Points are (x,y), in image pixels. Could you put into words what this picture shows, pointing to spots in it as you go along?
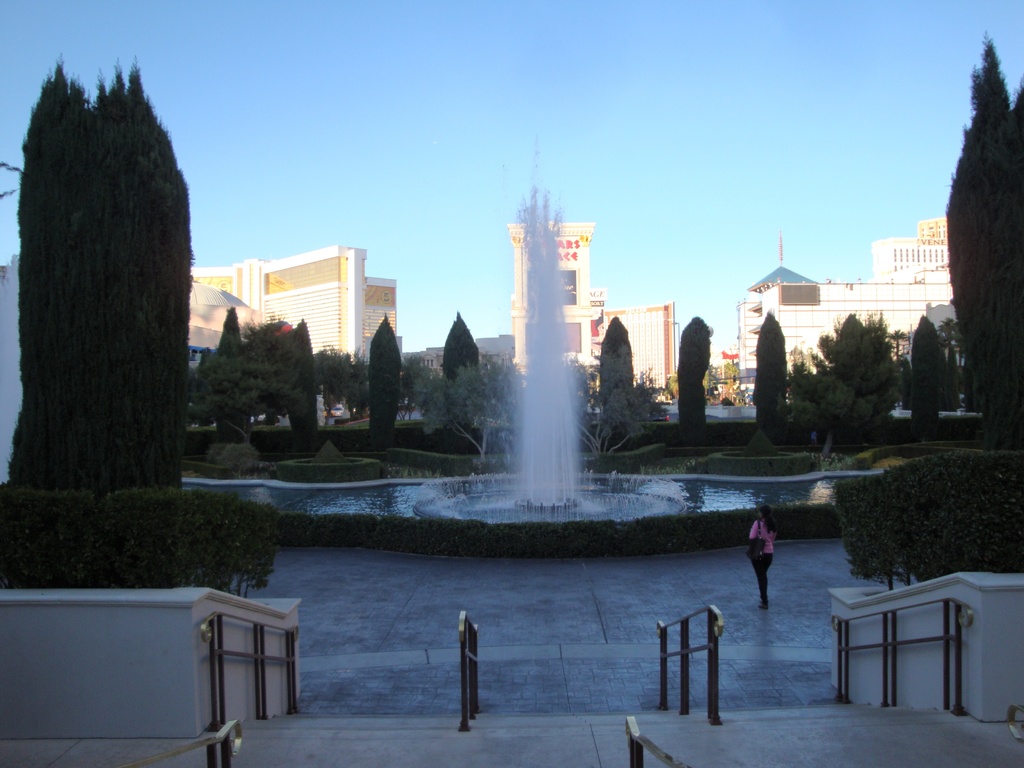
In this image, at the bottom (756,533) there is a woman (766,579), staircase (670,746), railing (463,651). In the middle (557,390) there are trees (291,406), water (555,428), fountain (527,364), buildings (908,258), grass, plants (882,560), floor (409,594), sky (456,274).
